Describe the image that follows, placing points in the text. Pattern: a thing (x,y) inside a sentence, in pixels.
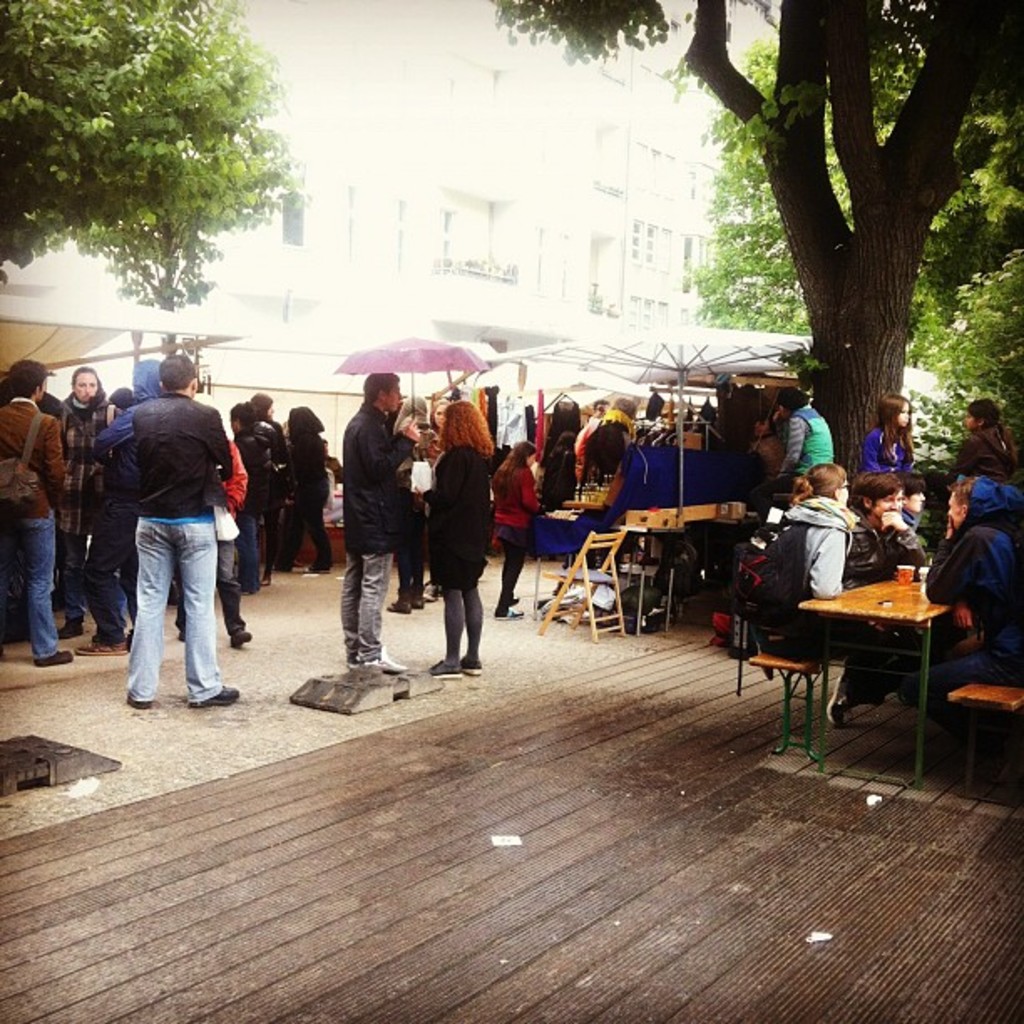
In this image i can see a group of people (362,541) are standing on the ground (277,618). I can also see there are few trees (148,39) and buildings (448,193).
